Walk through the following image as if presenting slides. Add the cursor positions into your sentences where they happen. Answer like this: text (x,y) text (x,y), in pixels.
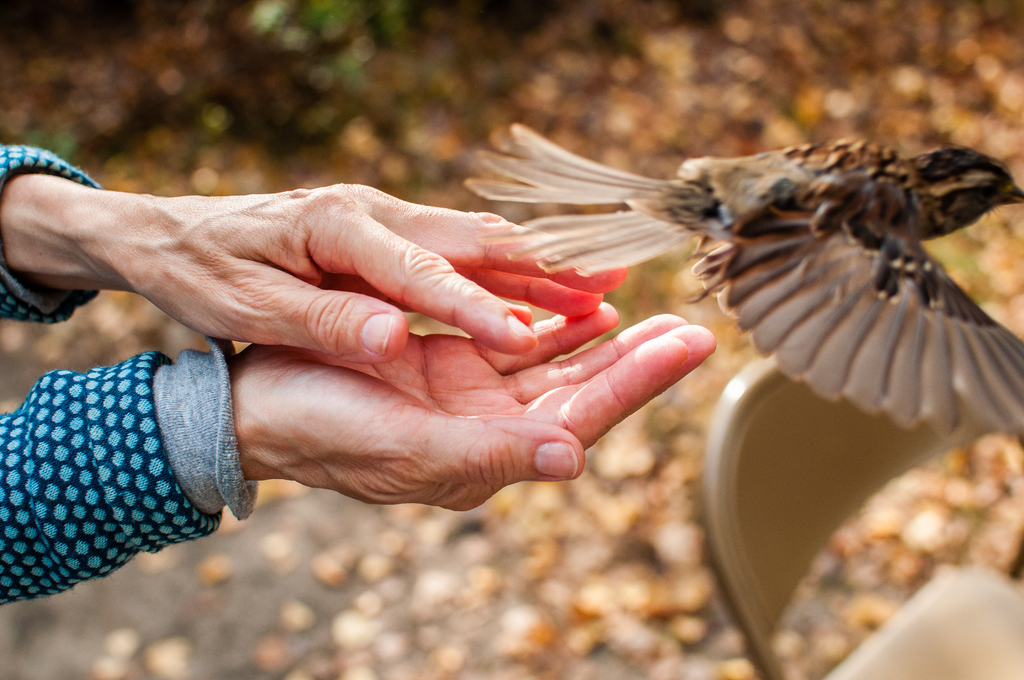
In this picture there are hands (371,355) of a person (347,385) in the left corner (306,345) and there is a bird (788,200) in the right corner (850,257) and there are some other objects (541,556) in the background (507,491).
